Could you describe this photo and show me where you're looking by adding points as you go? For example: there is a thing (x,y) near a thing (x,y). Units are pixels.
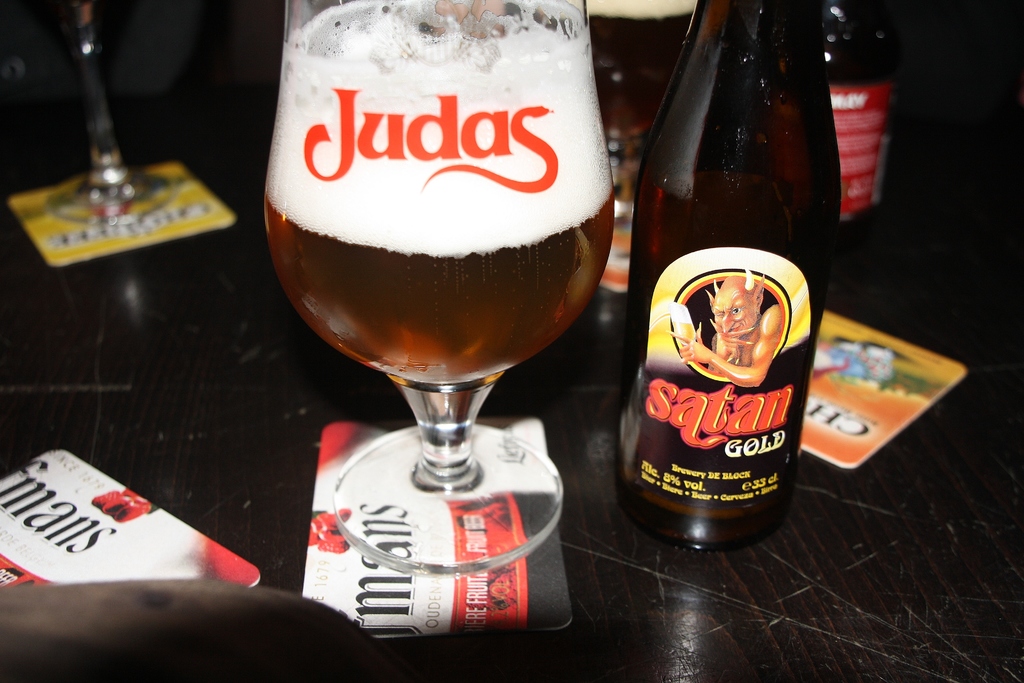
In the middle of the image (384,231), there is a glass (474,177) filled with drink (469,278) on the card (356,436) which is on a table (223,361), on which there are bottles (778,384), cards (839,359) and another glass (115,155) on another card (51,248). And the background (146,16) is dark in color.
